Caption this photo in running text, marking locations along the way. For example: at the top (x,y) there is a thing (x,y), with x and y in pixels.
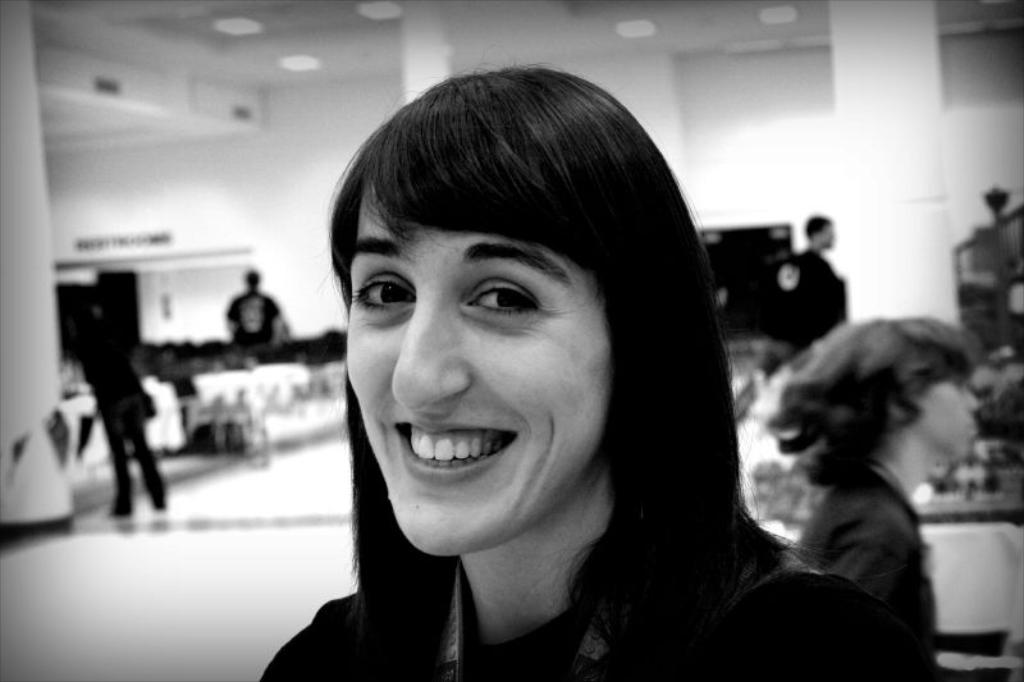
In this image I can see the person (476,296). In the background (944,437) I can see other person's (952,366) walking and I can also see few lights (386,4) and I can see the blurred background (280,364) and the image is in black and white.
